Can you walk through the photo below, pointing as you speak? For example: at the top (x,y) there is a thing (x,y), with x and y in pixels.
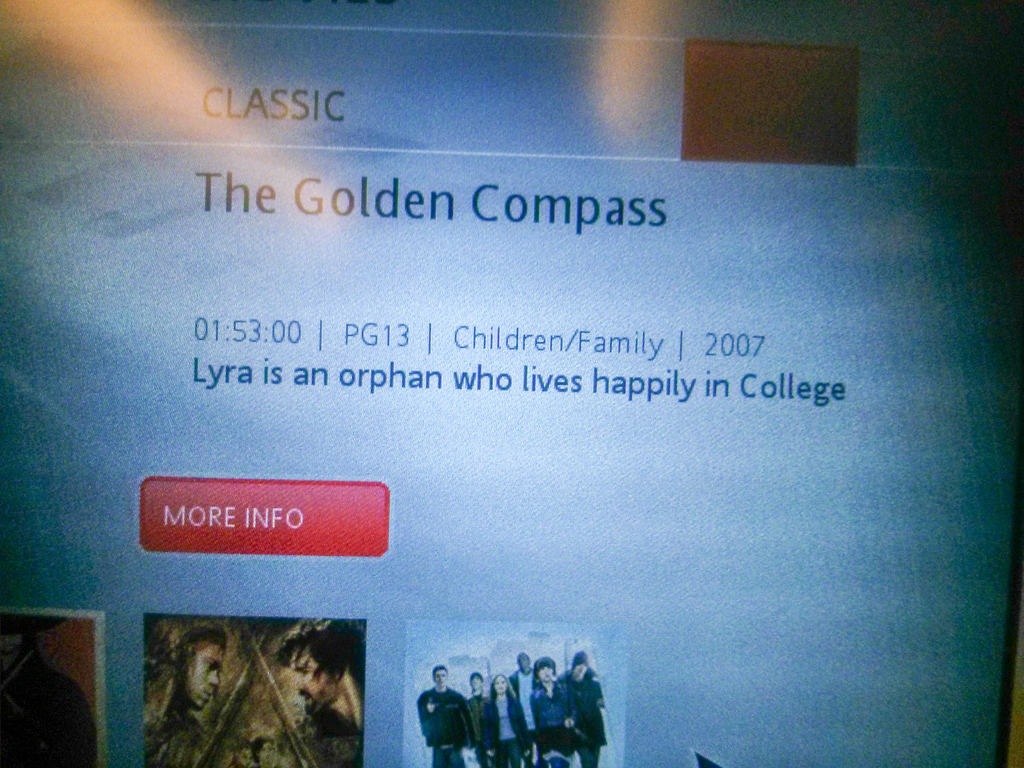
In this image there is a screen (645,501), on that screen (151,435) there is some text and pictures (277,724).
